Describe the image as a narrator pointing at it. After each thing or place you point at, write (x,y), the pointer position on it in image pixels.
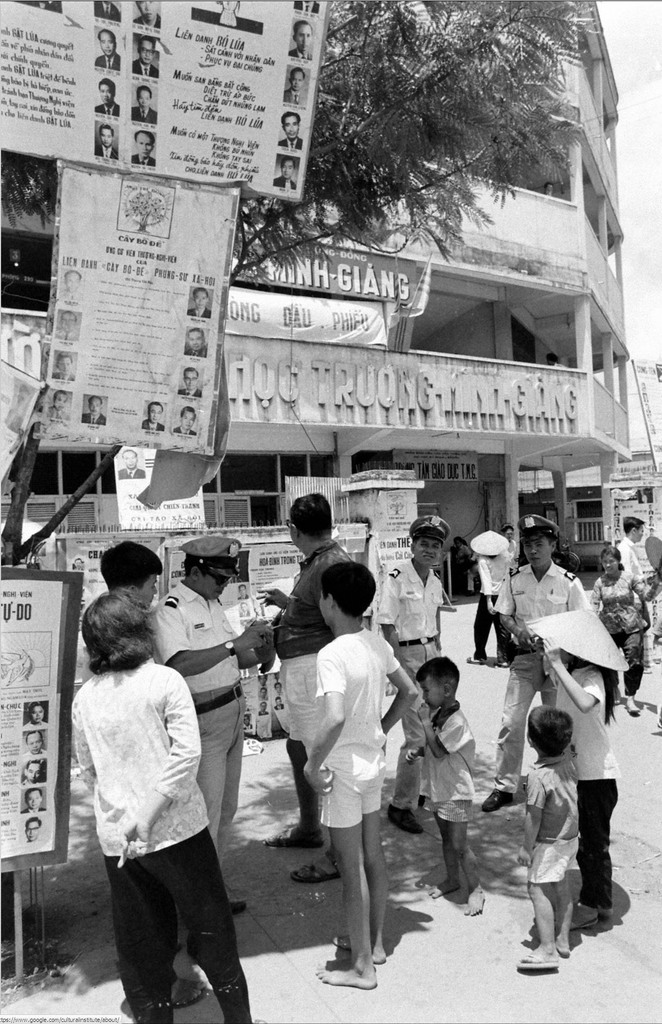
In the center of the image (340,436) there is a building (368,382) and we can see a banner (340,332) on it. On the left (186,85) there is a tree (17,559) and there are boards (139,280). At the bottom (193,950) we can see people (241,733) standing.
